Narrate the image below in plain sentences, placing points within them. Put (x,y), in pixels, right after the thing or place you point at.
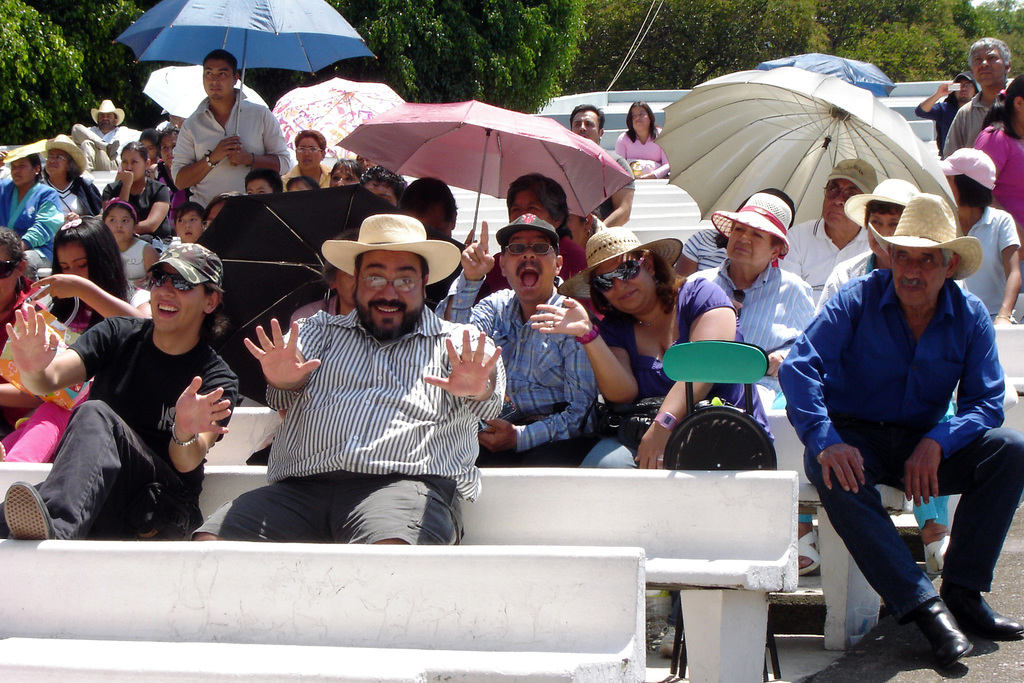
In this picture I can see there are few people (721,386) sitting on the benches (553,521) and there is a person (390,373) sitting at the center (375,404), he is wearing a shirt (375,411), spectacles (396,279), shorts (412,498) and a hat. There is another person (140,320) sitting beside him, he is wearing a black shirt (138,398) and glasses (195,285), he is smiling. There are few more people (568,278) sitting in the backdrop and to the right (856,325) there is a man (837,334) sitting he is wearing shirt (835,356), pant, shoes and a hat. There is a woman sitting next to him and few of them are holding umbrellas (580,151) and there are few plants (553,29) in the backdrop (434,67).
